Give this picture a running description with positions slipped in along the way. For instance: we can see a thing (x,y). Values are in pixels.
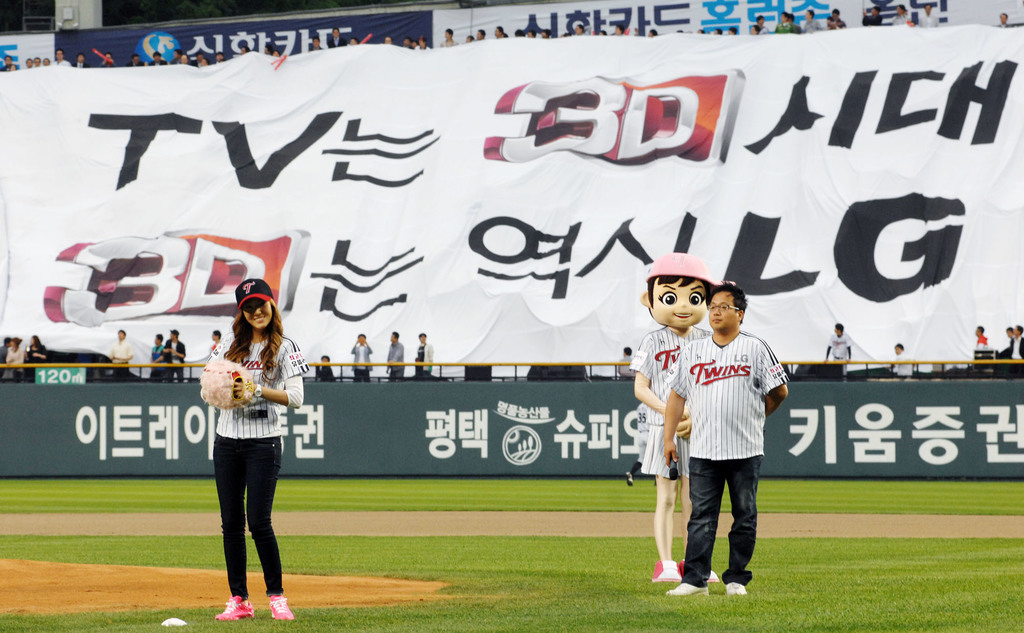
This is the picture of a stadium (147,464). In this image there are group of people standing and holding the objects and there is a person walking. At the back (686,51) there are group of people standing and holding the banner (564,163) and there is a text (939,200) on the banner (806,189) and there are group of people (371,347) standing behind the railing (343,363) and their devices (559,371) behind railing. At the bottom (569,576) there is grass (573,573).
